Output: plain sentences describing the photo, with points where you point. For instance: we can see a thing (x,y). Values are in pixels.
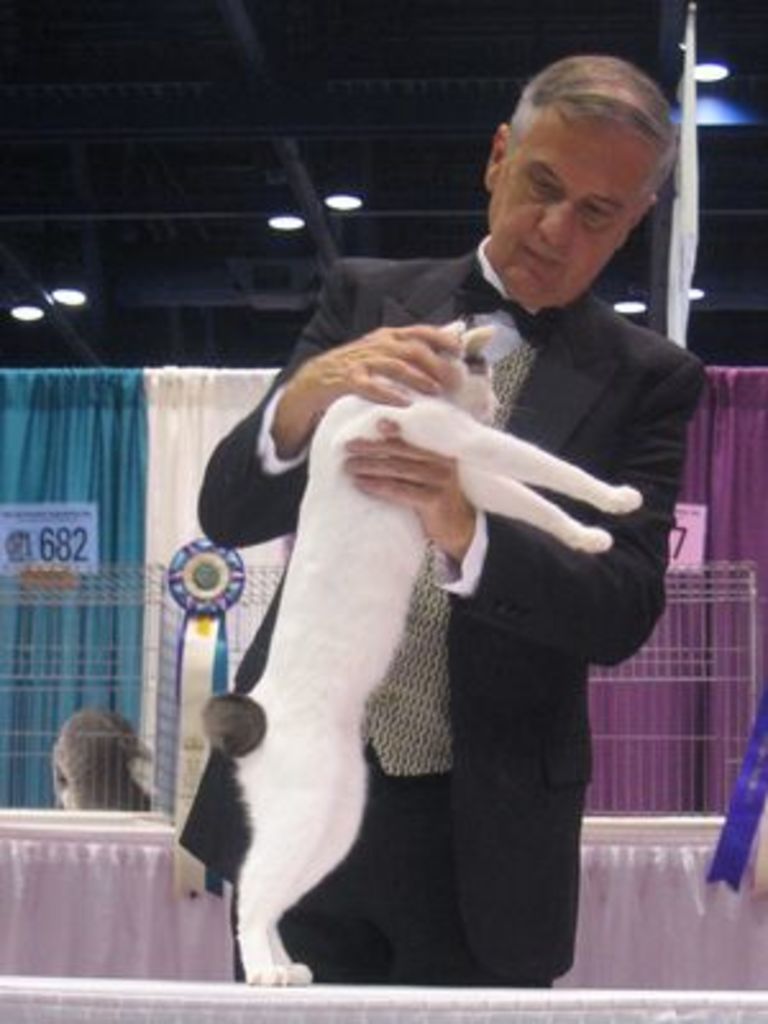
In the middle of the image (294,537) a man (543,87) is standing and holding a cat (347,423). Behind him there is a banner (20,385). Top of the image (415,35) there is a roof (69,316) and lights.
